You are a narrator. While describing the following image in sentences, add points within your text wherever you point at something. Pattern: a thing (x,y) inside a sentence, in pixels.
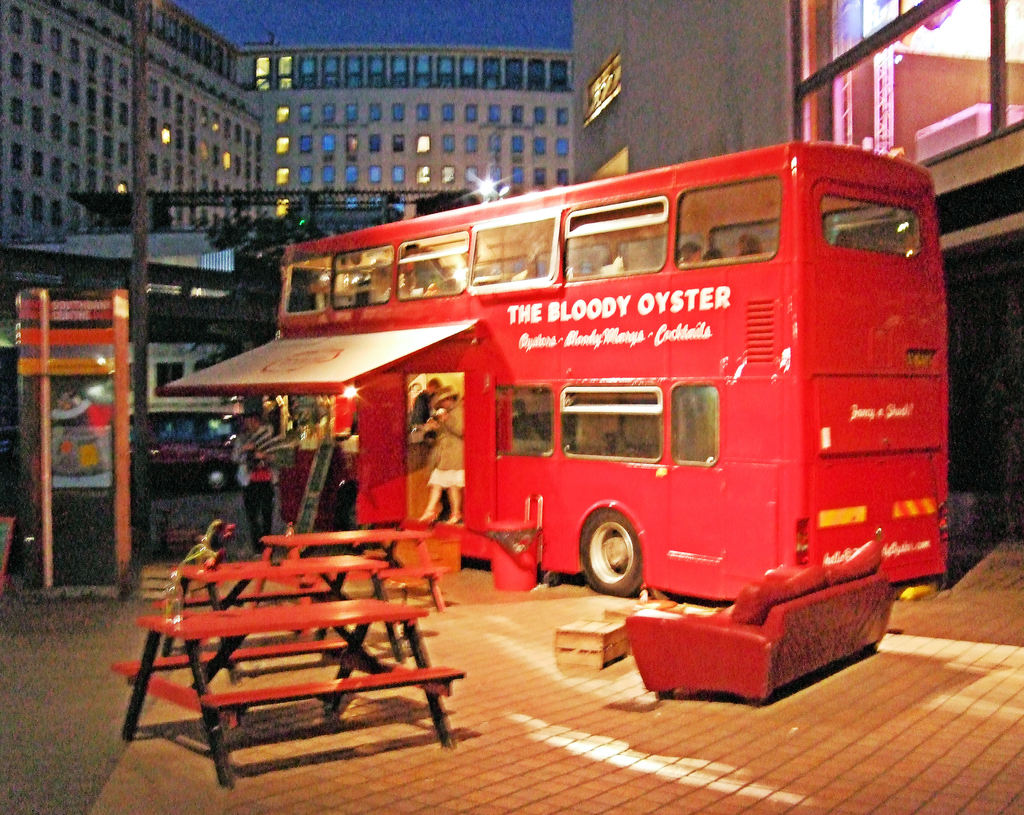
In this picture we can see a bus (643,264) with some people (451,414) standing inside the bus (399,456) and some are at outside and in front of this we can see a bench (354,534), sofa (770,602), wooden boxes (601,649) and in background (199,187) we can see building (408,123) with windows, poles (135,124), light (506,193), shed (282,202).
